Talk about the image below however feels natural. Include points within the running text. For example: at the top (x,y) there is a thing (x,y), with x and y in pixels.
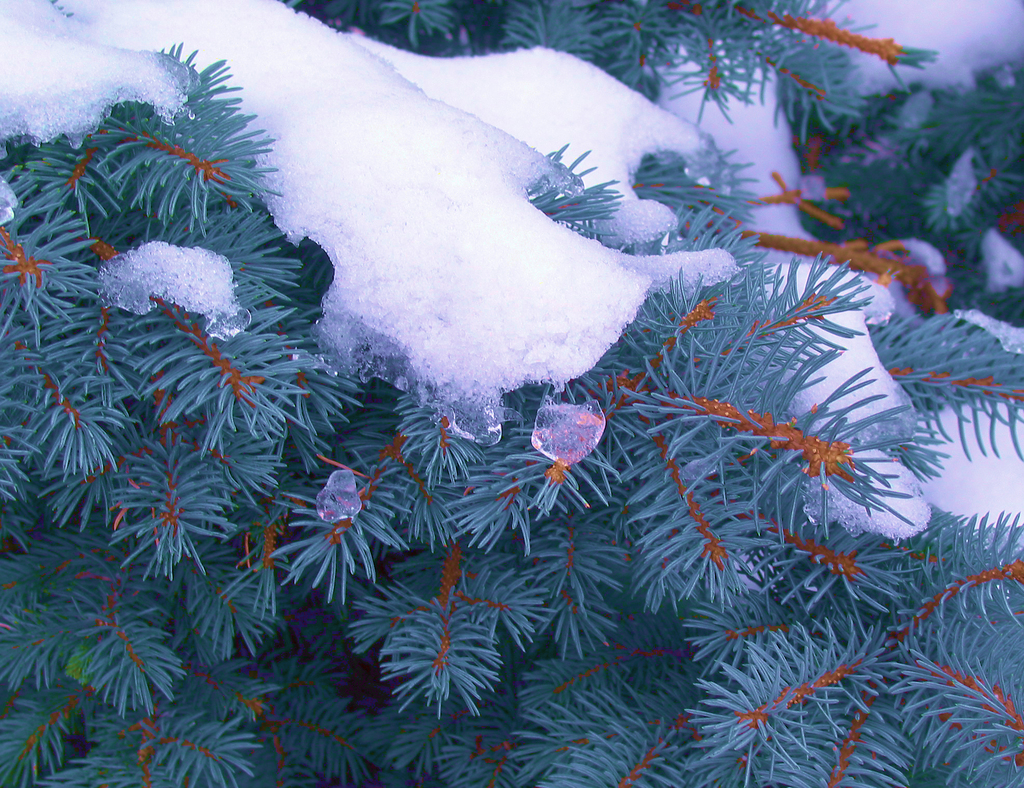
There are plants (950,298) having green color leaves (207,125), on which, there is white color snow (361,257).
